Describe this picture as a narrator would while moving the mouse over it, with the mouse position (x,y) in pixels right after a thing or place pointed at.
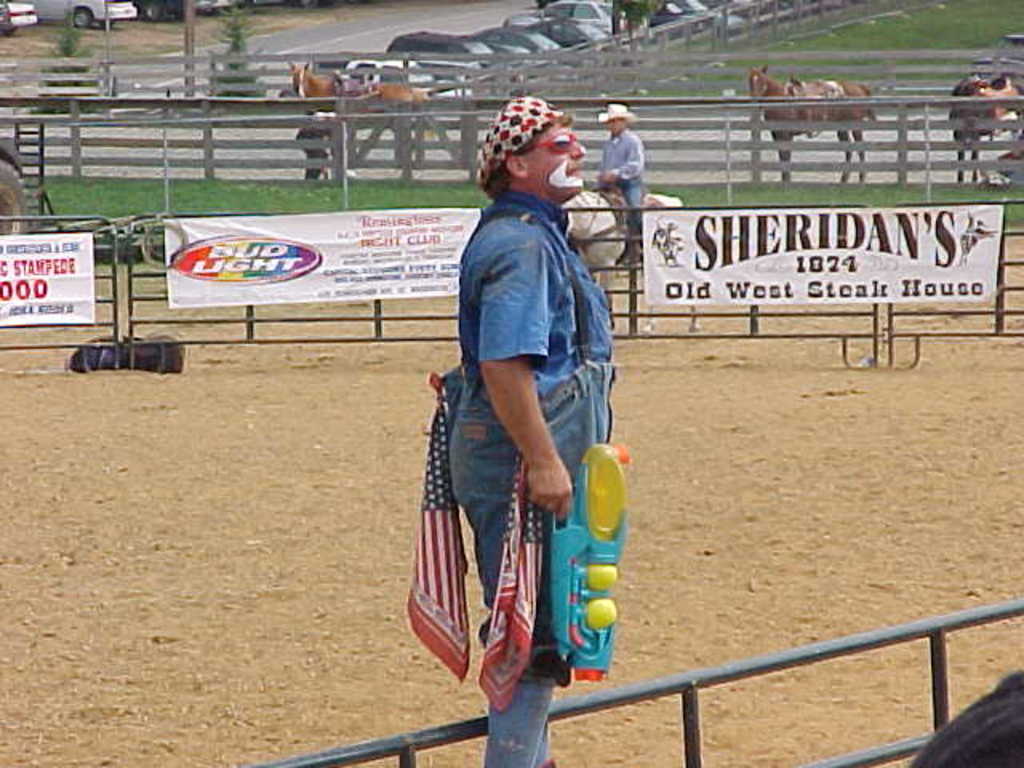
This picture shows a man (574,297) standing and holding a gun (577,476) in his hand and we see a man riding horse (612,234) and we see few horses (758,76) on the side and few parked cars (442,37).
